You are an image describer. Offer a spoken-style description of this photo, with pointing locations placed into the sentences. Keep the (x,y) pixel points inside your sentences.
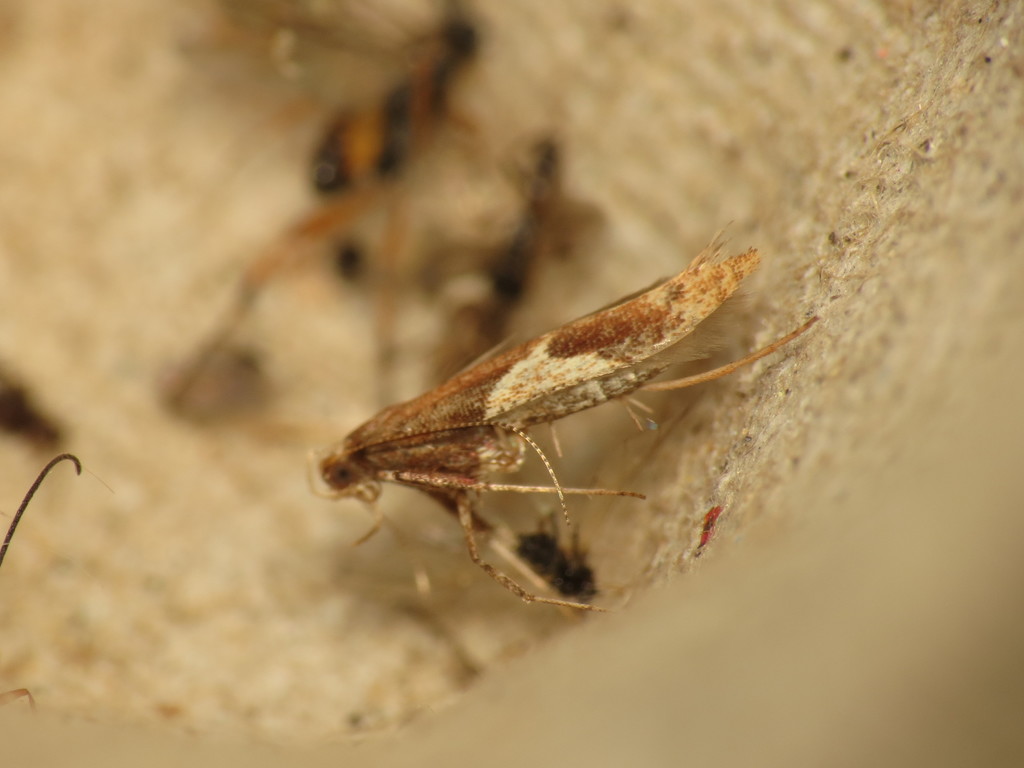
This picture contains an insect (514,394) in brown color. In the background (219,388), it is blurred.
